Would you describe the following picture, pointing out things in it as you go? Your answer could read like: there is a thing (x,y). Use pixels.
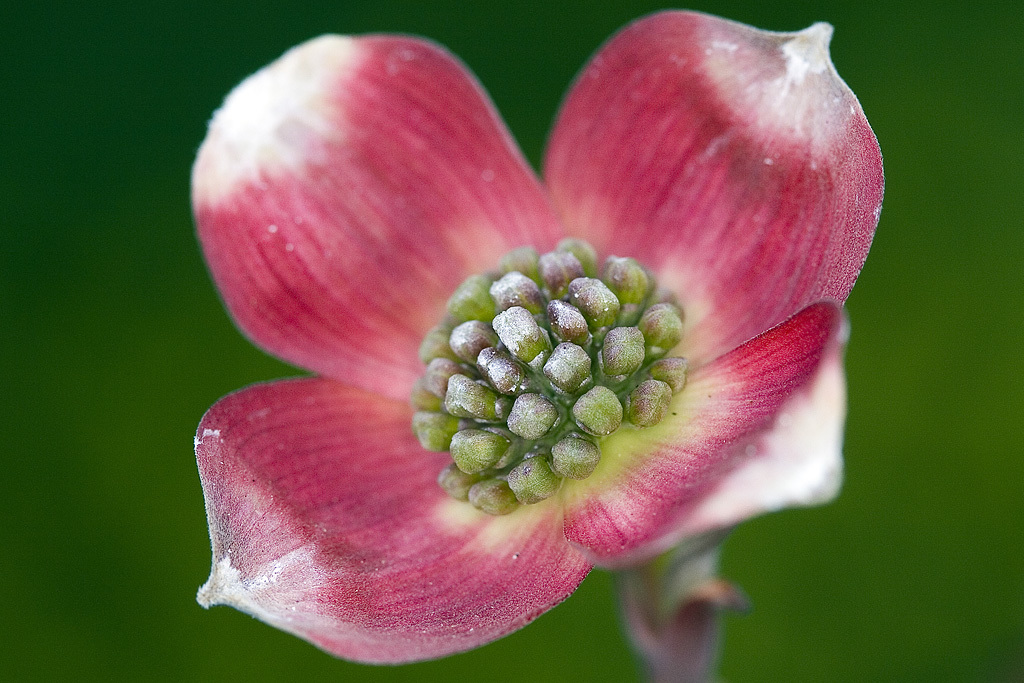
This is the zoom-in picture of pink color flower (640,423). The background (175,93) is green in color.
